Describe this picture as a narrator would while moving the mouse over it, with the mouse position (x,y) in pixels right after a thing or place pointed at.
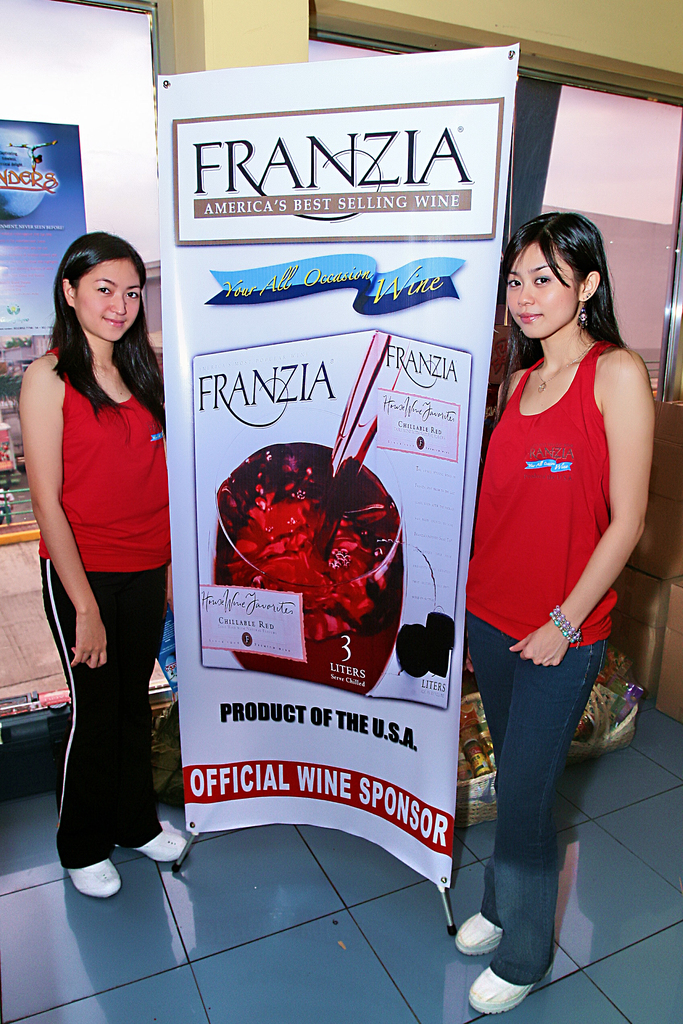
In this picture we observe two women (73,662) are standing beside a poster (318,417) on which Franzia Americas best selling wine is written and in the background (45,74) we observe a glass window (666,134).
